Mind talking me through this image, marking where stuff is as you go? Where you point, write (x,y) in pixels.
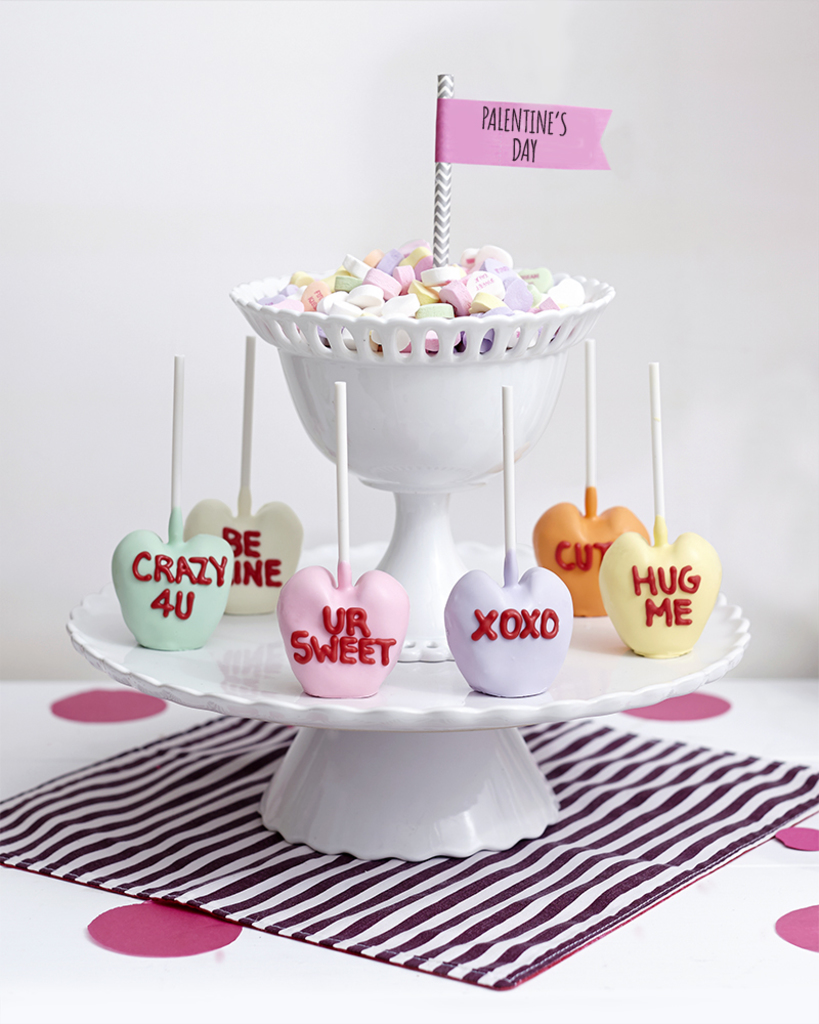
Here I can see a cupcake holder (412,793) which consists of candies (387,613). This is placed on a cloth (418,927). In the background (95,339) I can see white surface (145,217).
